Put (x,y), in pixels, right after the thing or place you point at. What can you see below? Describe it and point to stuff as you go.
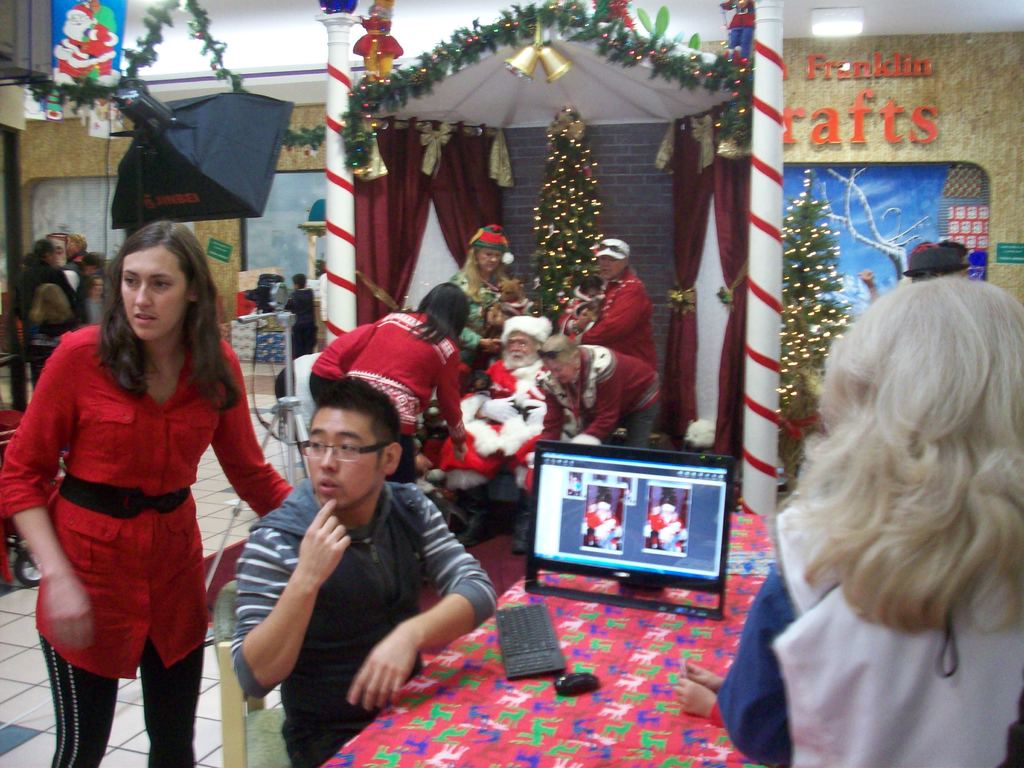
Above this table (628,738) there is a mouse (572,682), keyboard (526,627) and monitor (579,529). Here we can see people (65,256), decorative objects (630,43), bells (545,58), Christmas trees (559,197), curtains (729,208) and lights (253,131). This person (514,397) wore Santa dress (514,421). Painting (904,228) is on the wall (228,243). This is tile floor (18,681). Here we can see a camera (261,306).
